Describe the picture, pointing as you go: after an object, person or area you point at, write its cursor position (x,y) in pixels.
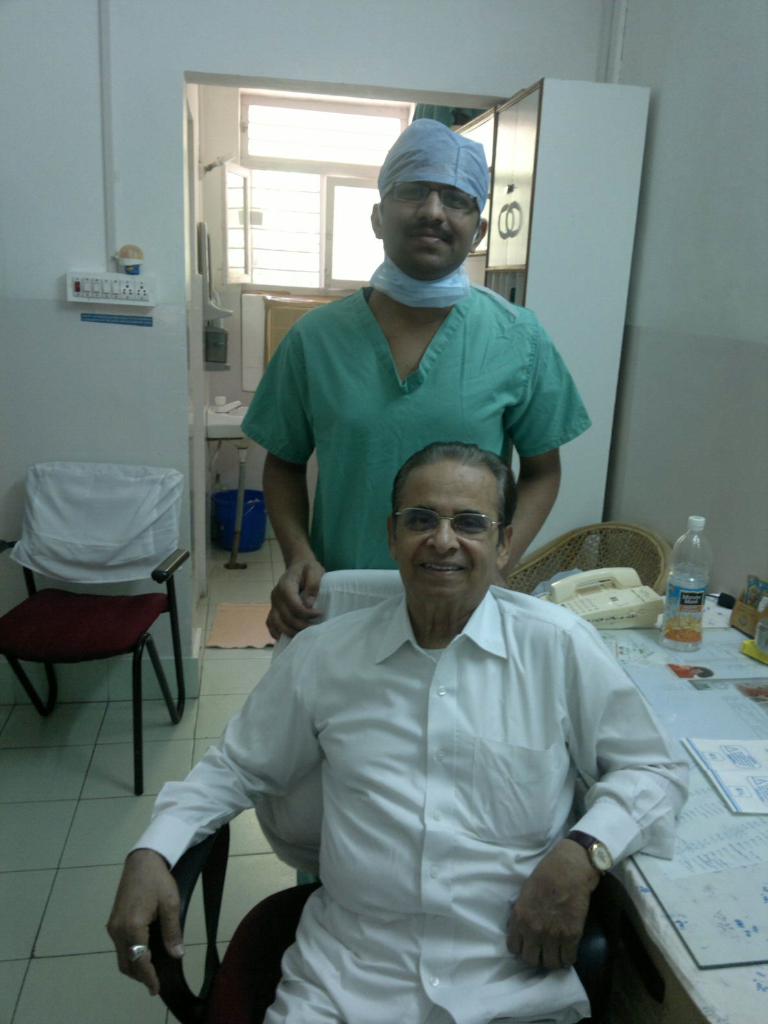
In this picture there is a old man (380,950) wearing white color shirt (371,979) sitting on the chair (266,995). Behind there is a doctor (405,308) wearing a green color gown (383,403) standing and smiling. On the right side (645,617) there is a table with telephone (621,604), water bottle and some papers (725,683). In the background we can see white color wardrobe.
